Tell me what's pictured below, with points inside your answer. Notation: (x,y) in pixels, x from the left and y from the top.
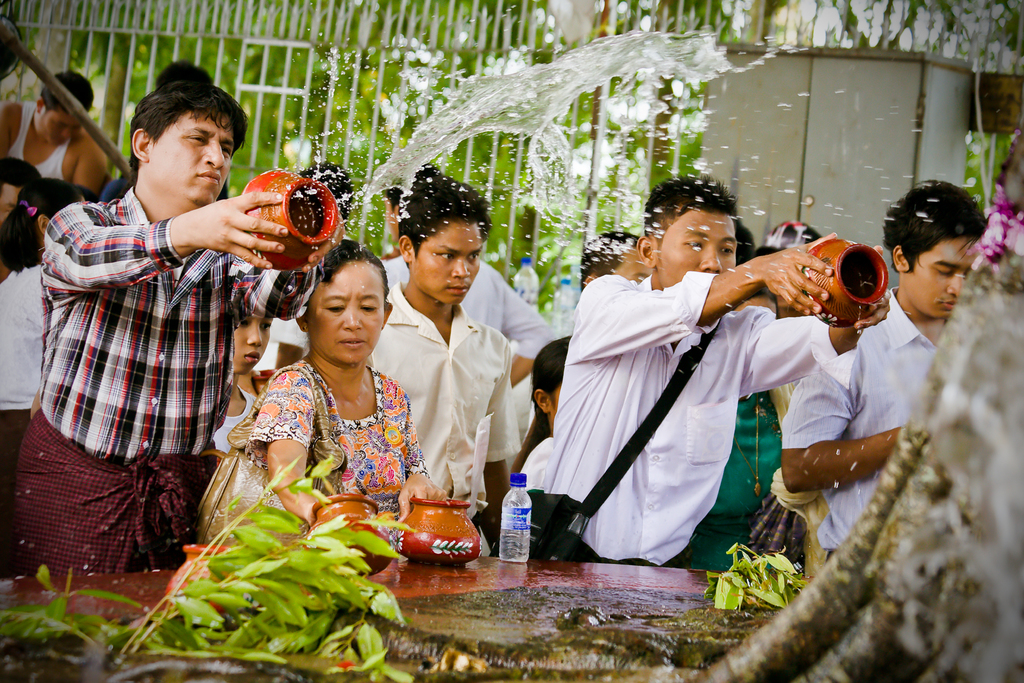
In this image I can see number of people (365,342) are standing and I can see three of them (345,335) are holding pots (393,543). On the left side of this image (214,215) I can see one man (85,211) is throwing water (325,154) from the pot (312,250) and in the background (423,52) I can see Iron fencing (844,16), a box (744,97), number of trees (682,148) and a pole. In the front (519,541) I can see number of green colour leaves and a bottle (506,535).
